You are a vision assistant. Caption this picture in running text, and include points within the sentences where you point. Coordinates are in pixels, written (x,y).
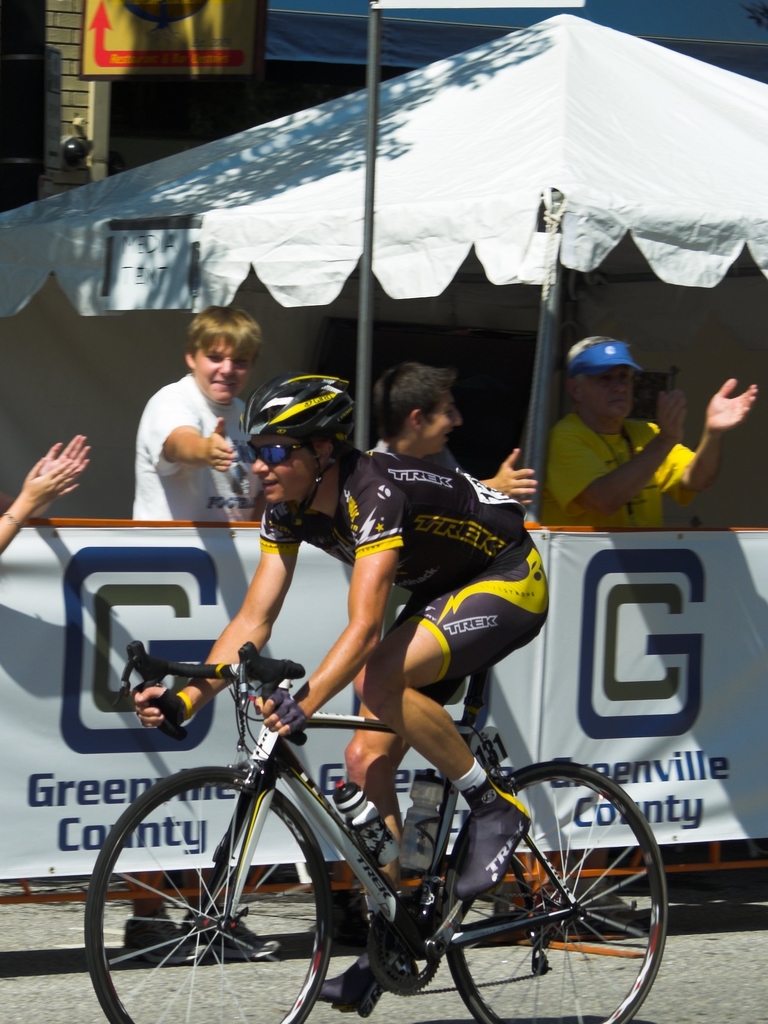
In this image I can see a group of people (464,590) among them, a man (377,707) in the front (431,639) is doing cycling on the road (72,963). The man (348,536) is wearing a helmet (258,413) and glasses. In the background (224,456) few people (391,372) are standing.
